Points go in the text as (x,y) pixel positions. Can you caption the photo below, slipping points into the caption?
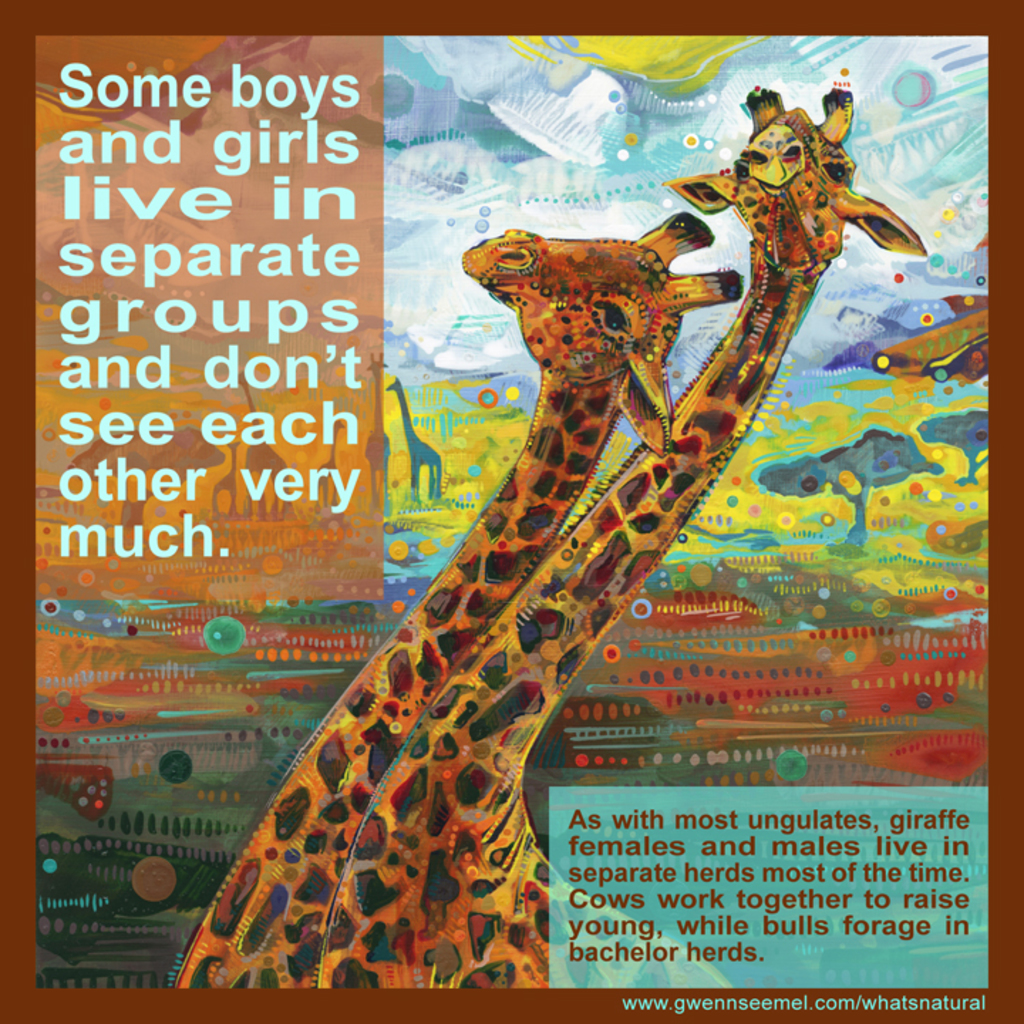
In this picture there is a poster (249,499), in the center (504,628) there are sketches (348,823) of giraffes (820,176) and trees (953,442). At the top left (158,202) and at the bottom right (762,871) there is some text (296,426).
